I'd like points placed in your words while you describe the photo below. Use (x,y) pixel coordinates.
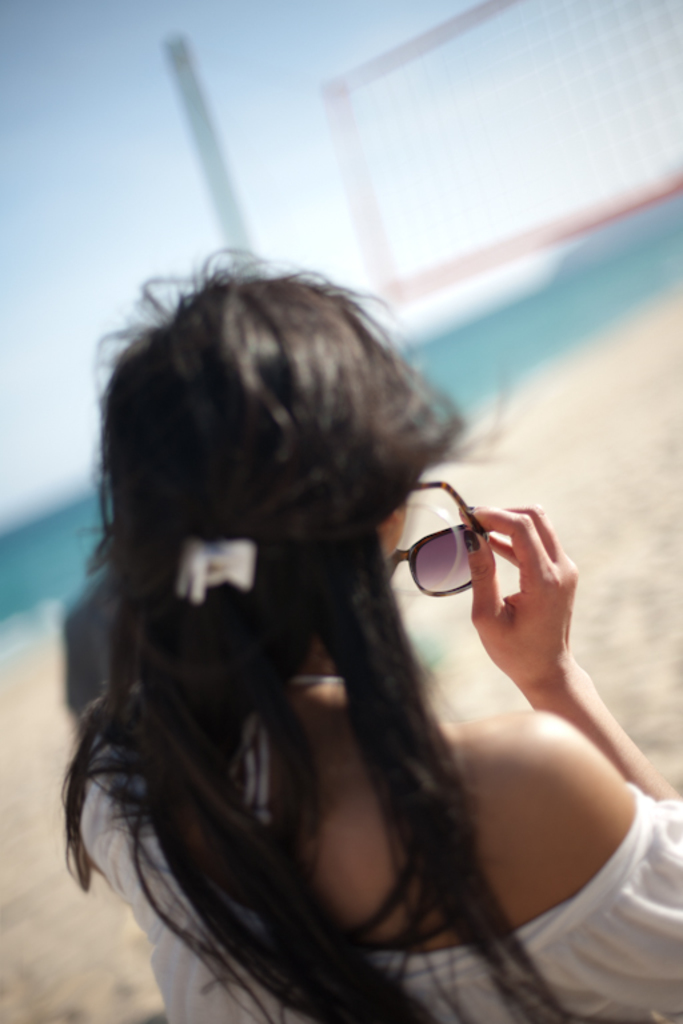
In this image there is a person (223,485) holding spectacles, and there is blur background (139,14).
